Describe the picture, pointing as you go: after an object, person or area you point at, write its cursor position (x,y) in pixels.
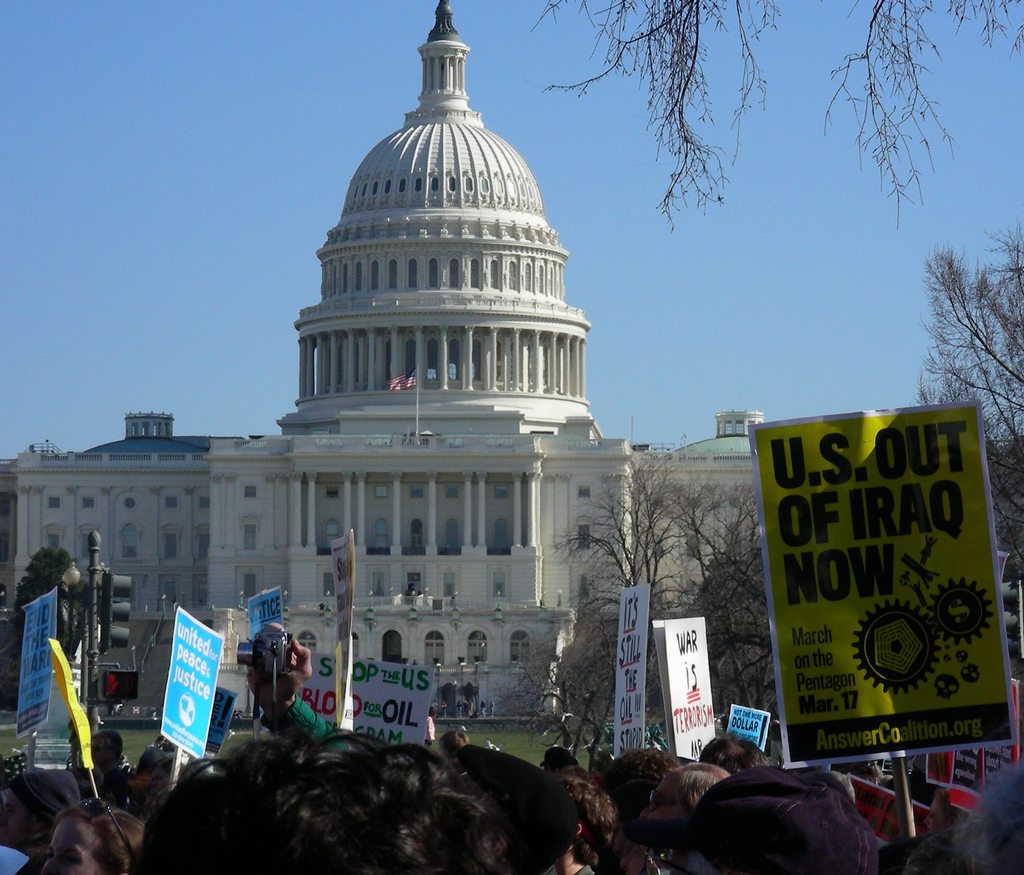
This picture is clicked in the city. At the bottom of the picture (457,764), we see people (329,780) standing and holding boards (703,692) in different colors. We see some text (689,670) written on the boards (646,601). I think they are protesting against something. In front of them, we see a building (579,575) in white color. On the right corner of the picture (731,639), we see trees (719,550) and at the top of the picture (218,280), we see the sky (542,165).
